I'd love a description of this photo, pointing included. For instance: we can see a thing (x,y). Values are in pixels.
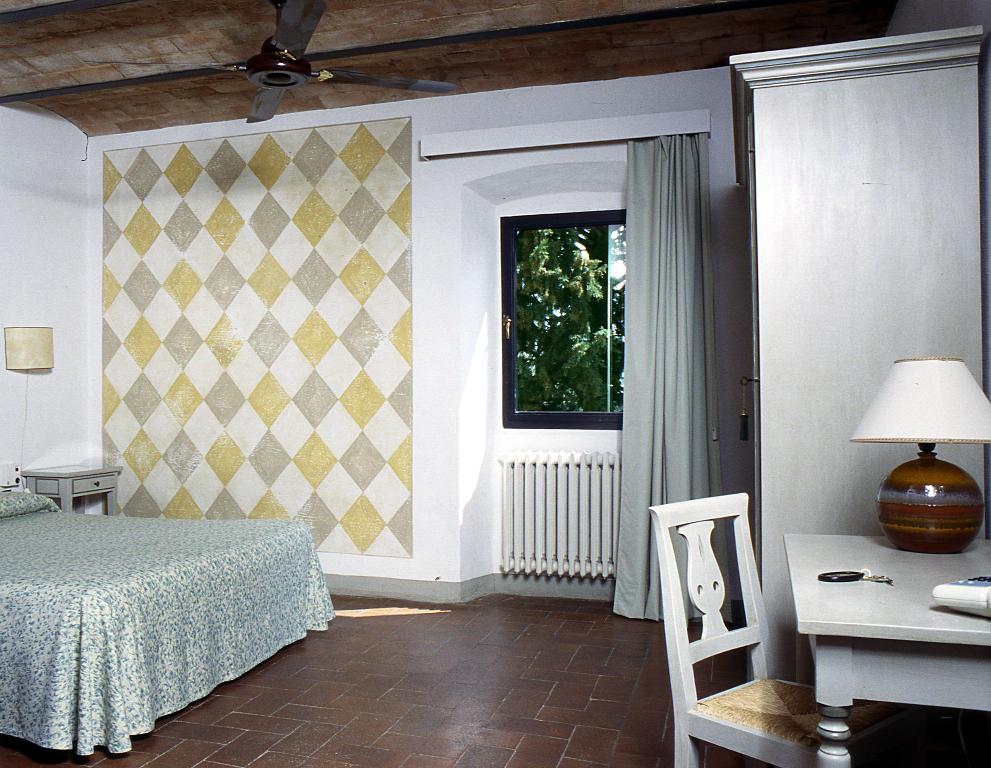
In this image we can see the inner view of a room (378,663) and on the left side of the image (161,670) we can see a bed (240,669) and to the side there is a table (108,483) and at the top (273,62) we can see the ceiling fan (283,60). We can see the window (588,259) and there is a curtain (621,601) and on the right side of the image (959,627) we can see a wardrobe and there is a table (949,613) with lamp (952,509) and some other things (945,598) and to the side there is a chair (694,613).
